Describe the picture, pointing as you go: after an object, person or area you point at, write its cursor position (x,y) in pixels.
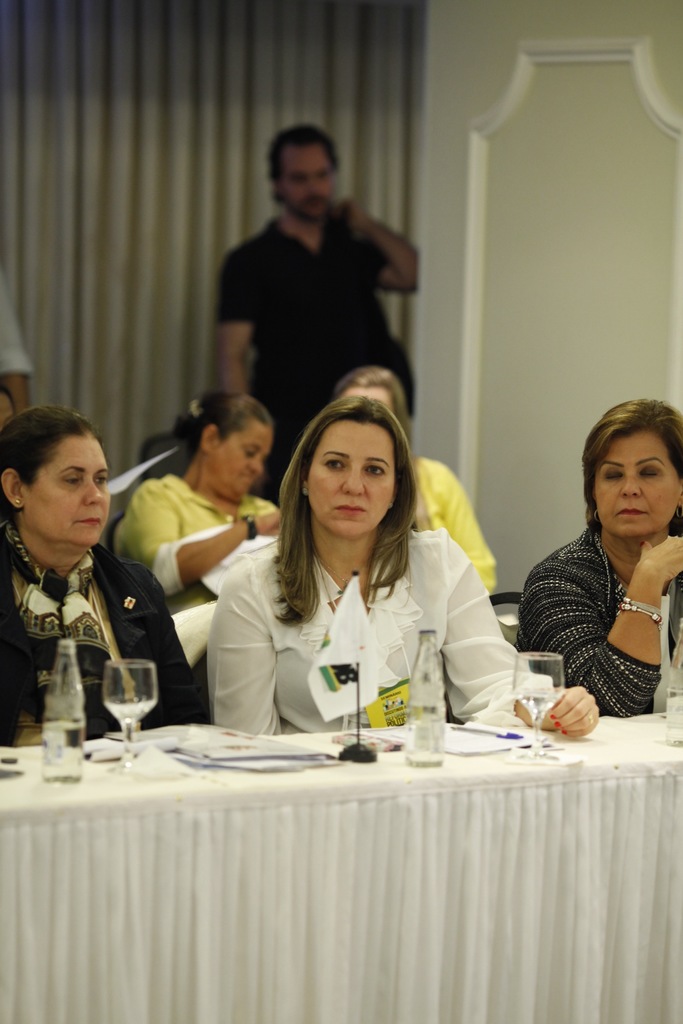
There is a group of people (291,619). They are sitting on a chair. There is a glass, bottle (419,705), paper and pen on a table (493,853). We can see the background (184,250) there is a curtain (181,239) and man (364,216).
